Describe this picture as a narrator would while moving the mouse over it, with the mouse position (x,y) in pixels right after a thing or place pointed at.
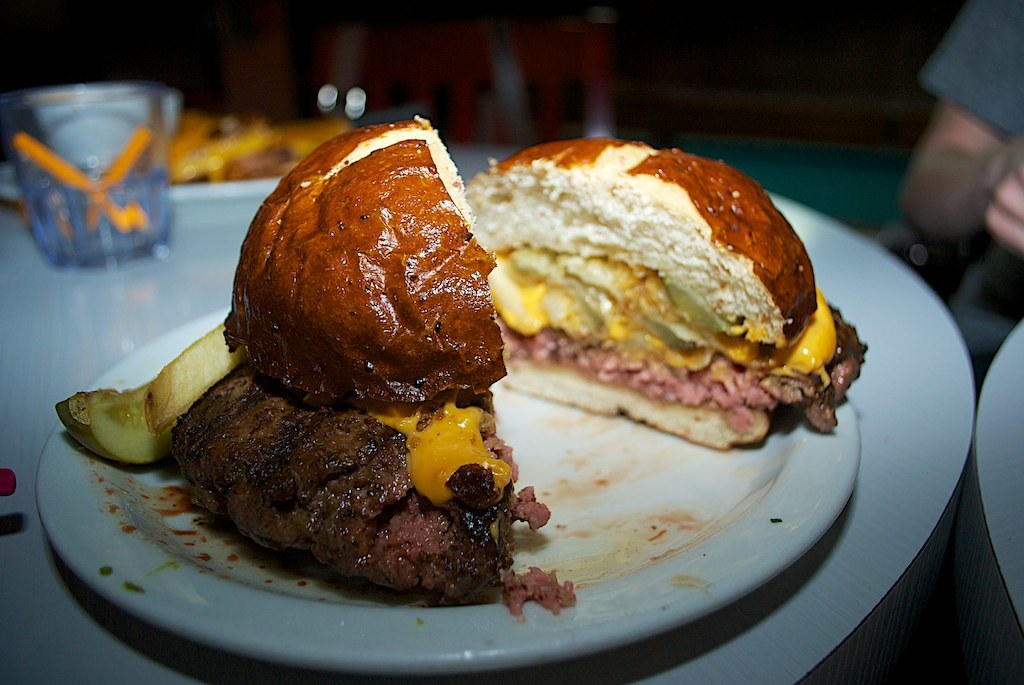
This picture seems to be clicked inside. In the foreground (919,316) there is a white color table (931,338) on the top of which a white color plate (65,490) containing burger (468,338) is placed and there are some items (158,224) placed on the top of the table (230,266). On the right corner (969,172) there is a person (1010,255). In the background (525,33) we can see the chair (494,47) and some other objects (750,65).
